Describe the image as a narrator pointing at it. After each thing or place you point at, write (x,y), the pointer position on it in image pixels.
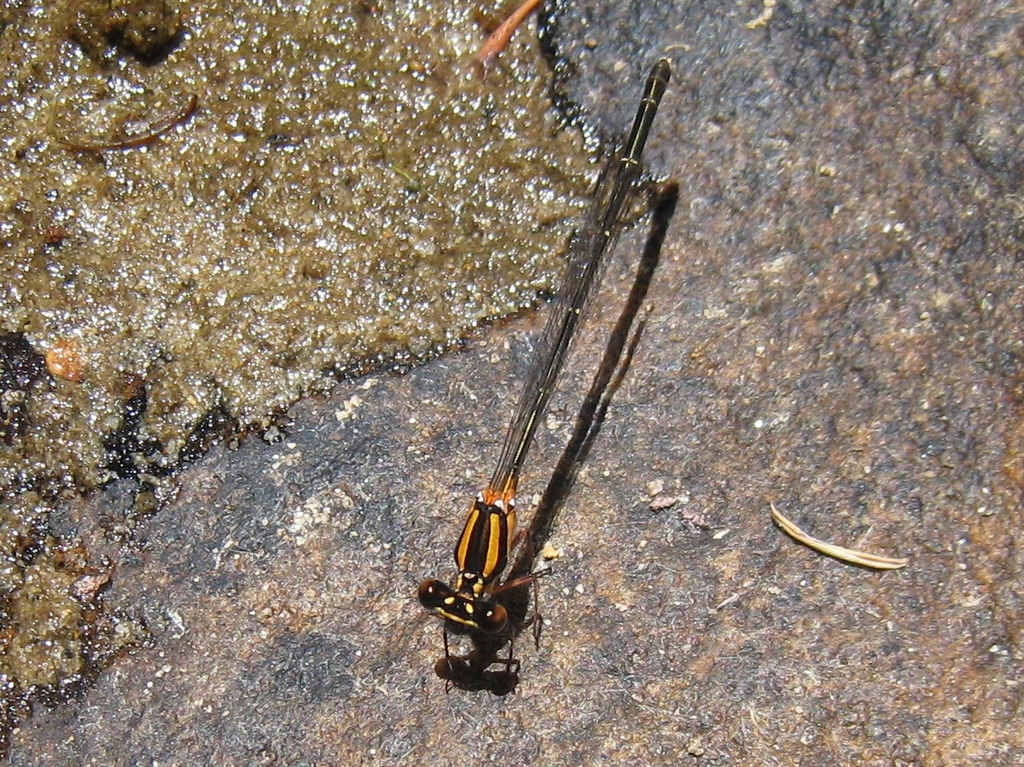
In this image there is a dragonfly (567,255) on a surface (417,308).
